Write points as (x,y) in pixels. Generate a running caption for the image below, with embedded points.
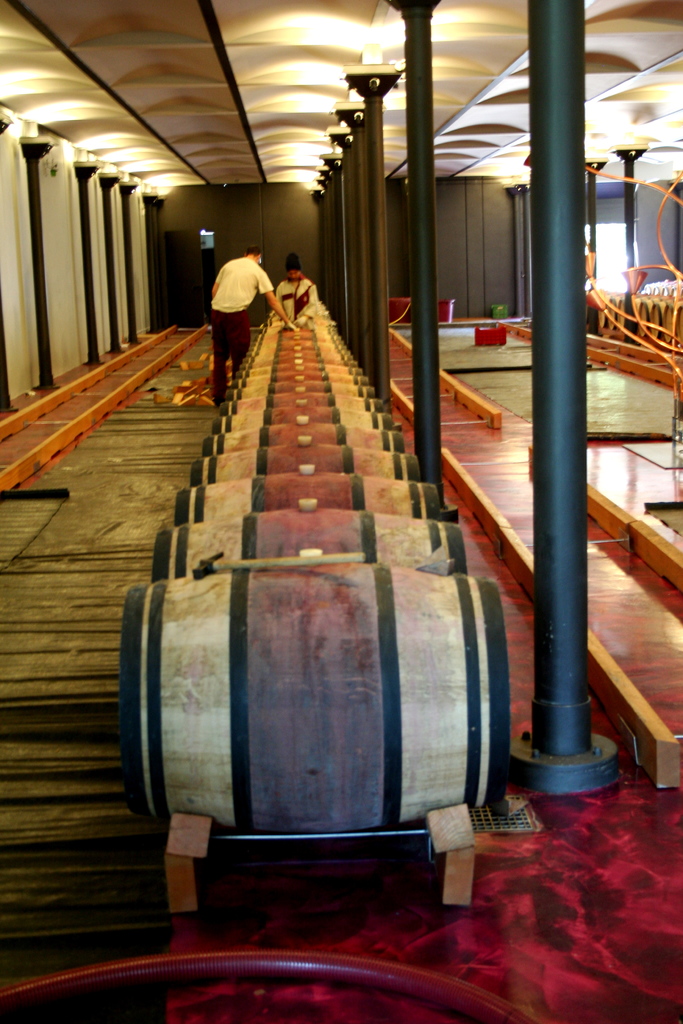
In this image we can see there are drums (287,413), poles (31,144), lights (366,44) and people (315,307).
